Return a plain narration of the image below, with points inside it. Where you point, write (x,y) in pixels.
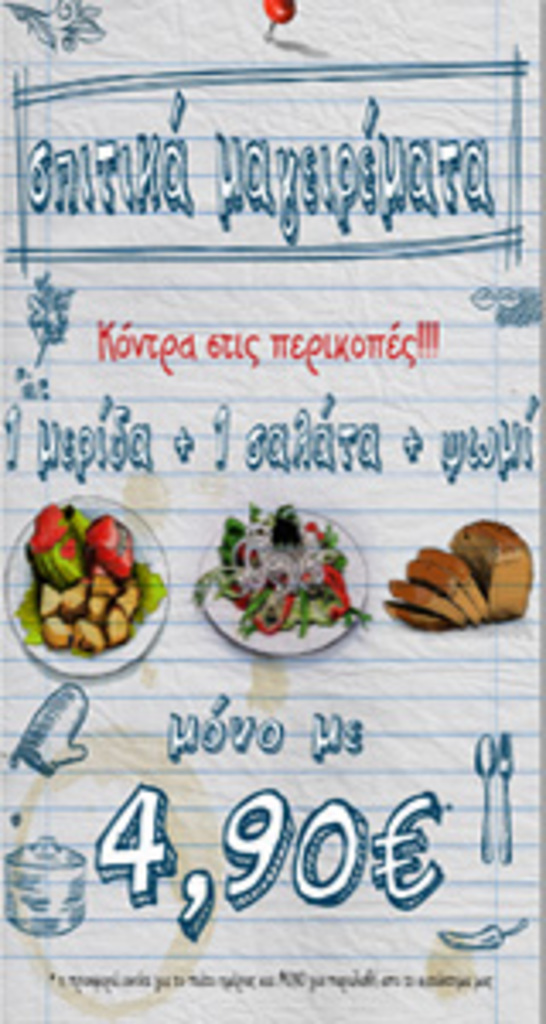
In this image we can see a paper (433,249) and on the paper (340,226) we can see the text (402,155) and food item pictures (284,566). We can also see the number (340,826).
